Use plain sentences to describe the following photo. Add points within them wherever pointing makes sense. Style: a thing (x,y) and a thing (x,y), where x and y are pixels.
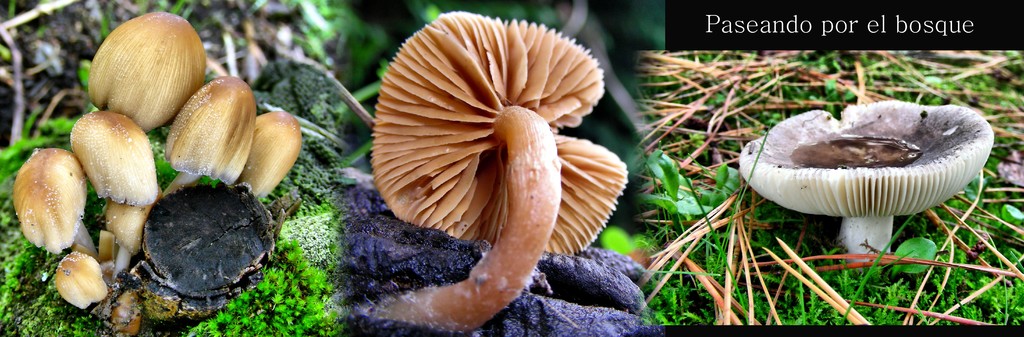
I see collage pictures in this image and I see the plants (738,184) and I see something is written on the right top of this image (811,25).
